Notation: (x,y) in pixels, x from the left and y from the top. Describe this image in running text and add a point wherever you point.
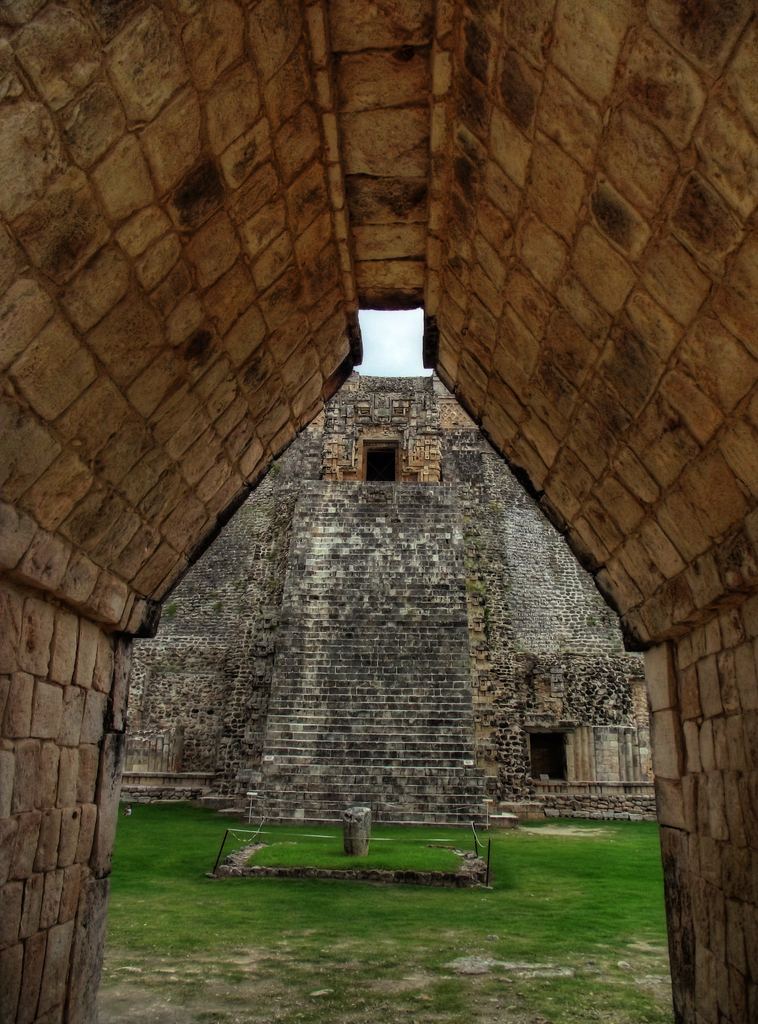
In this image there I can see pyramid of the magician (369,789) from the triangular archway (34,914).
